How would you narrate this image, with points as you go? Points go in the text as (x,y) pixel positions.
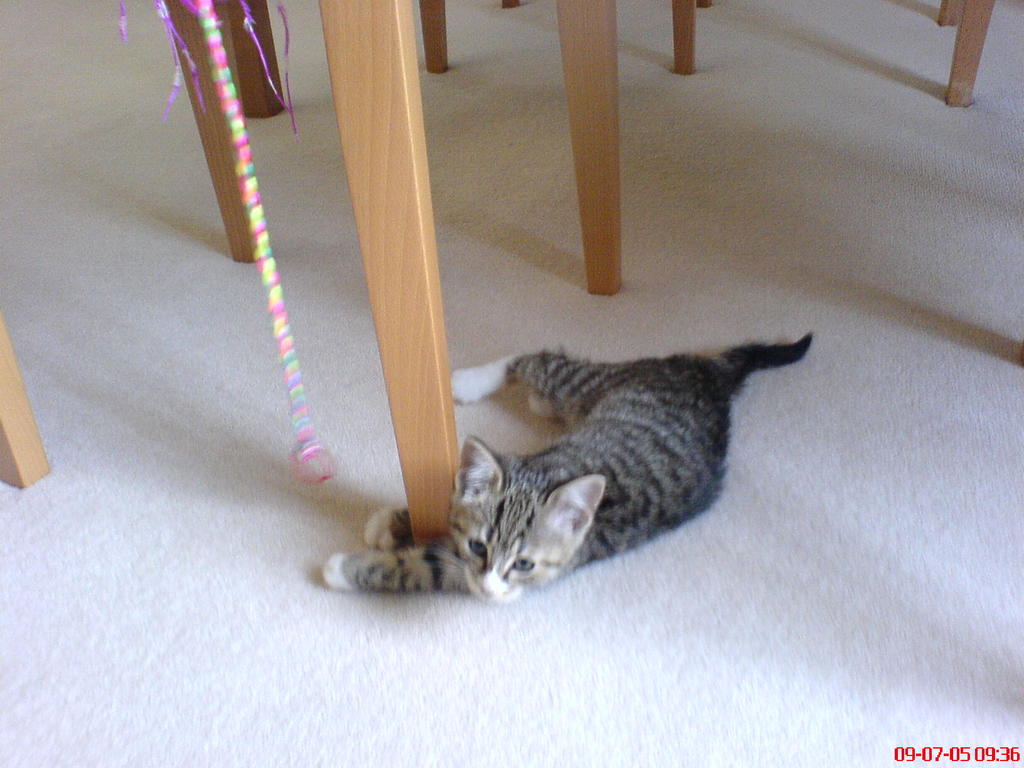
In this image there is a cat (528,525), there is a mat (480,598) towards the bottom of the image (843,533), there are numbers (964,753) towards the bottom of the image (992,754), there is an object (241,114) towards the top of the image (210,79), there are wooden objects (581,58) towards the top of the image (404,247), there is a wooden object (6,392) towards the left of the image (19,424).
